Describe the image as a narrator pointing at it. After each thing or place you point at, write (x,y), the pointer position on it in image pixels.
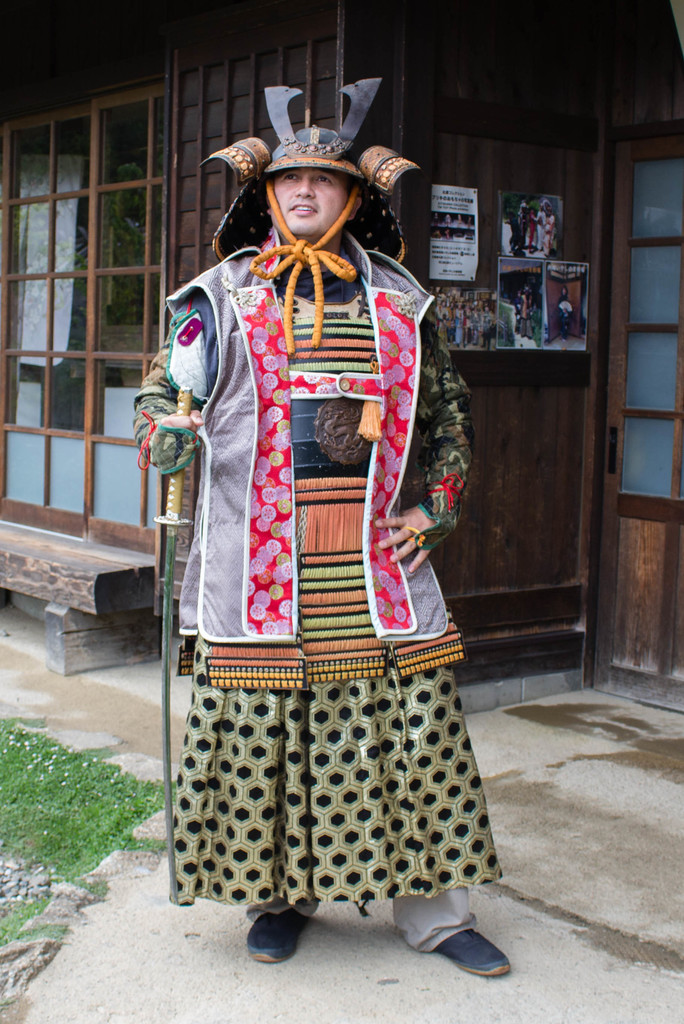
In this image we can see a man (335,636) standing on the path (500,979) and holding the sword (169,666). In the background (38,320) we can see the windows (139,243), wooden wall (531,437) with posters (519,308) and the door (625,535). We can also see the grass (111,813).
